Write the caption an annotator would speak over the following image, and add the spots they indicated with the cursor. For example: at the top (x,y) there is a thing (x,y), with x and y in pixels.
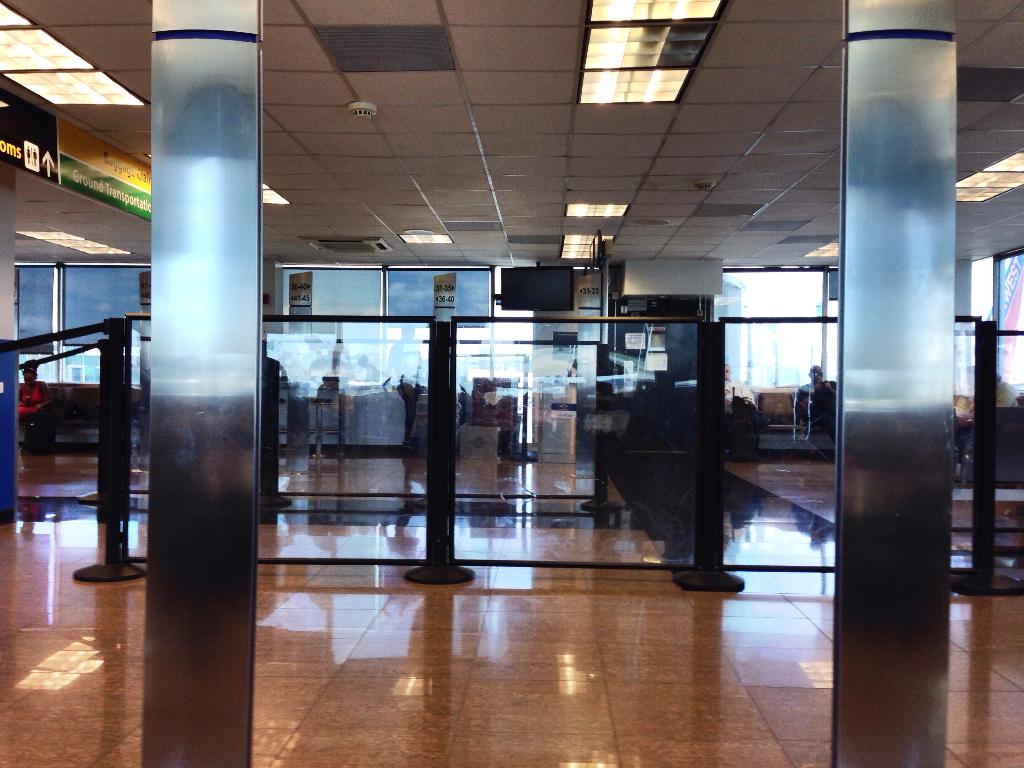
It is an inside view of the airport (434,599). Here we can see pillars (190,647), rods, glass (455,543), lights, hoardings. Here we can see few people (828,387) and floor (659,707).
